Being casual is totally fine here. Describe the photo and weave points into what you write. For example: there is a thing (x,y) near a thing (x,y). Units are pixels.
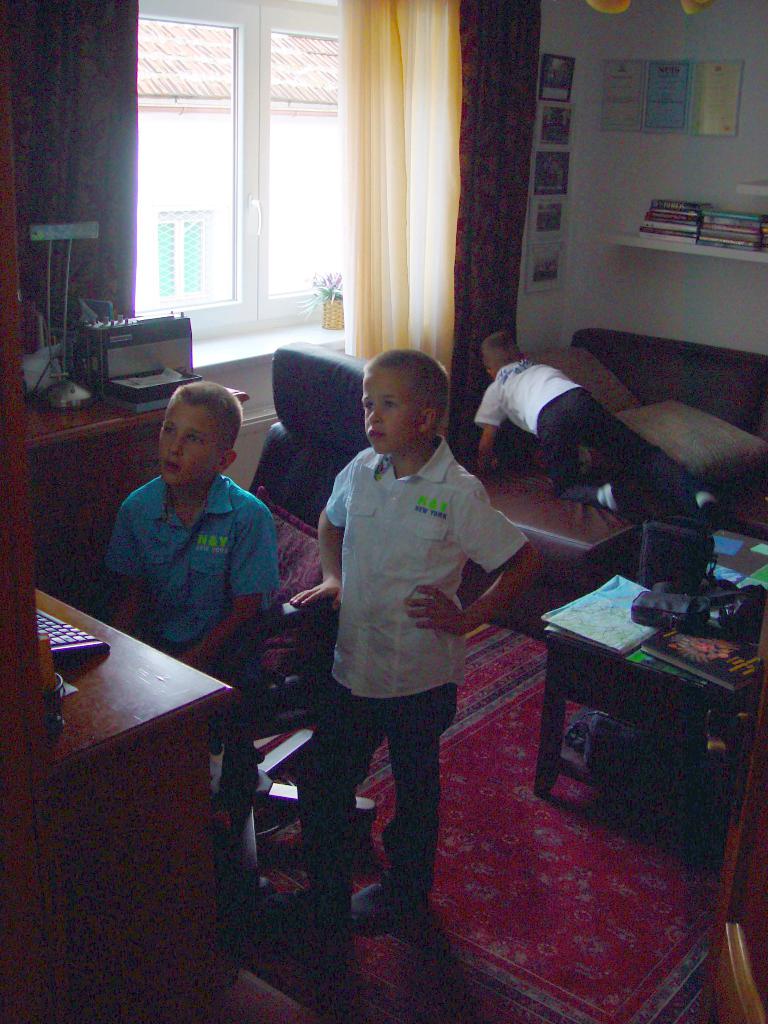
There are three children (238,528) in the room (88,462). One guy (233,583) is sitting in the chair (278,489) and the other one (374,658) is standing beside the guy (228,627) who is sitting in the chair (258,711). These two guys (368,536) are looking at a computer monitor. The another guy (511,383) in the background (518,397) is on the sofa (623,516) doing something there. In the room (523,402) there are curtains (426,213) and a window (315,191) from which we can observe another house (194,200). There are some photographs (547,215) sticked to the wall (565,261) and there are some books (673,217) on the shelf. There is a carpet (492,821) on the floor (526,850). There is a teapoy (629,670) where some accessories (690,612) were placed.
